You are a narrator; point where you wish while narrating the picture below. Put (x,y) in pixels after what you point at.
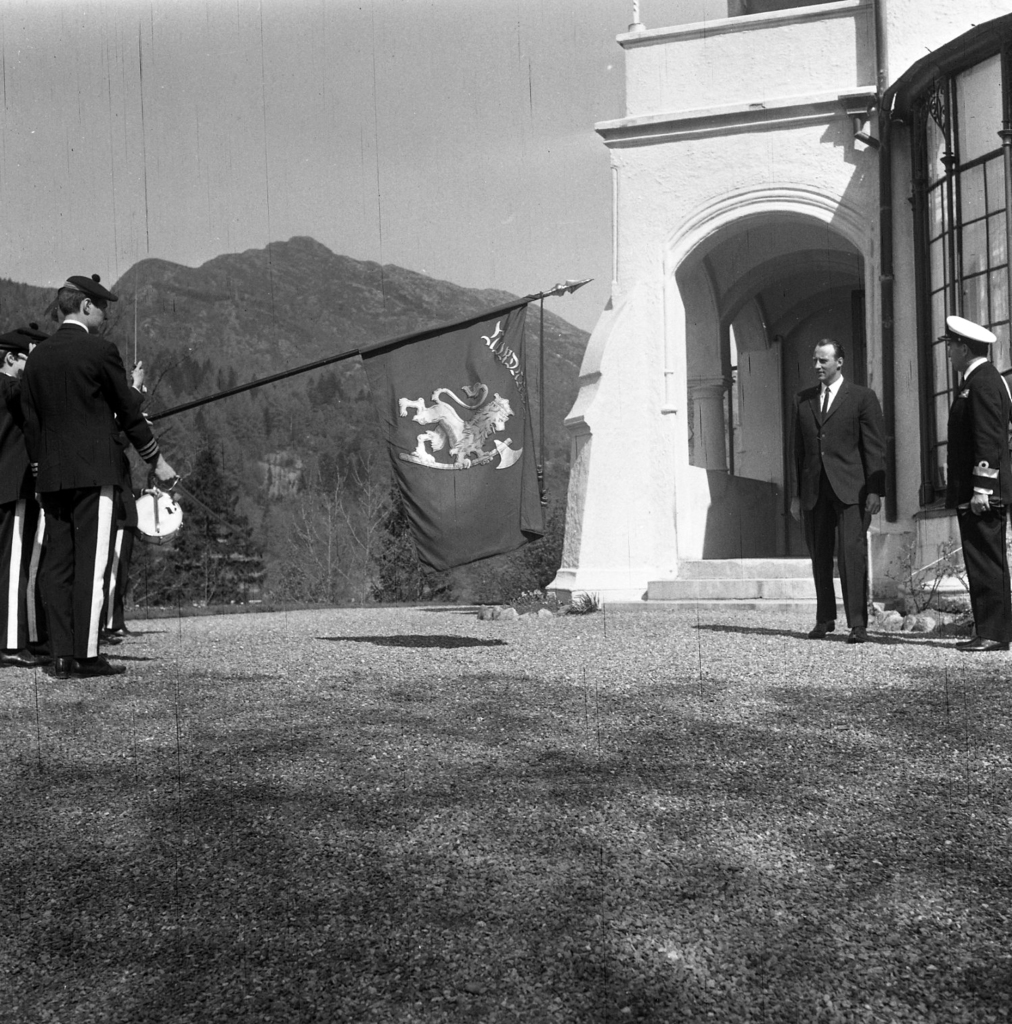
In this image I can see few people (13,372) standing and I can also see the person (126,415) holding the flag (432,421). In the background (700,189) I can see the building (646,243) and mountains (313,286) and the image is in black and white.
